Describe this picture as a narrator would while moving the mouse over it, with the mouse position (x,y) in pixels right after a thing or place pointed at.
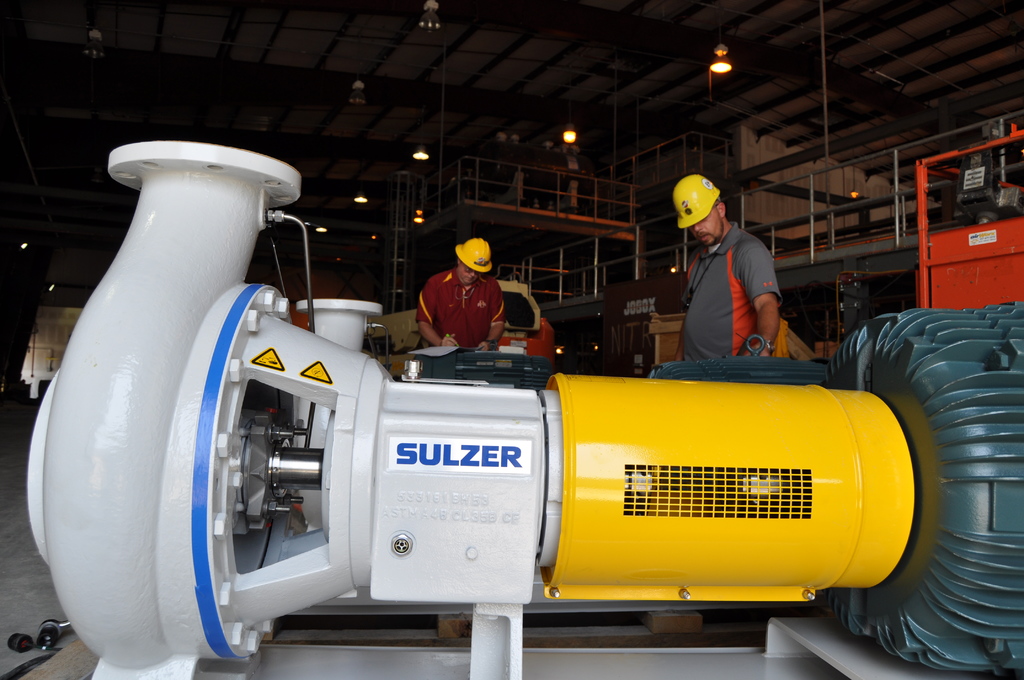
In this image I can see two persons (762,320), the person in front wearing maroon color dress (492,318) and the person (770,329) at right (756,324) wearing gray color dress (714,310) and wearing yellow color cap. In front I can see a machine (547,481) in white and yellow color. Background I can see few poles (849,208) and lights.
